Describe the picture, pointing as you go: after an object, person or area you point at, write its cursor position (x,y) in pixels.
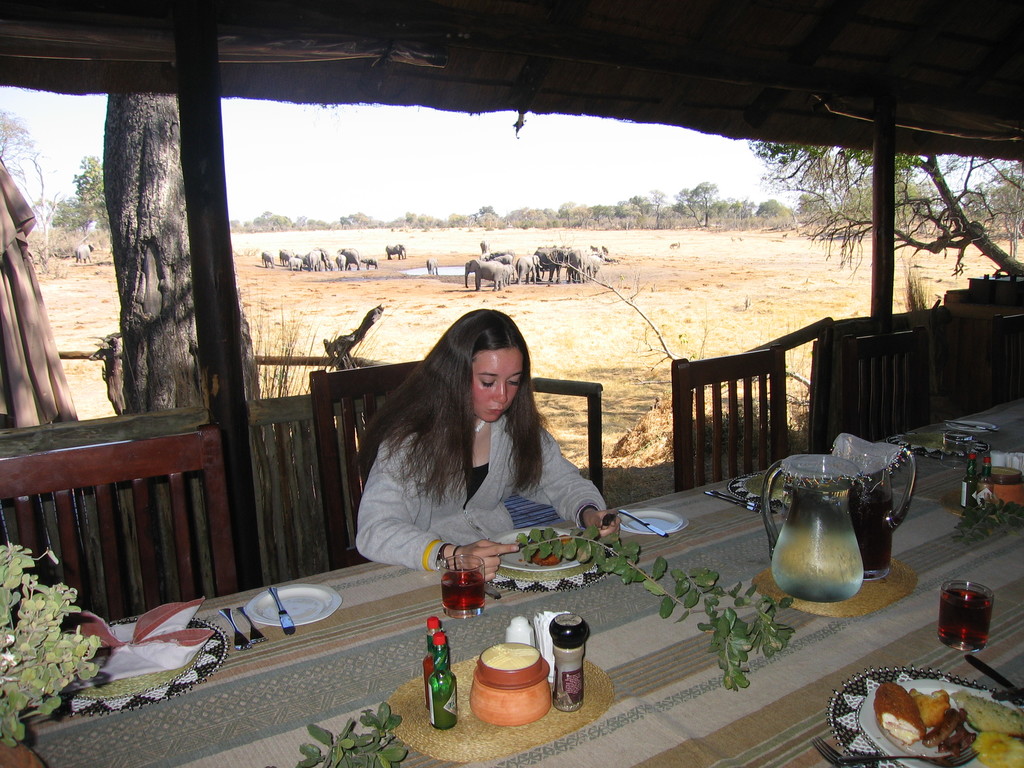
There is a dining table (610,684) and chairs (329,523). And a lady (476,431) is sitting on the chair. On the table (330,668) there are plates (316,617), forks (236,631), mats (535,578), knives (284,624), spoons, bottles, glasses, jugs (824,527) and some plants (717,601). On the plates (527,564) there are food items (926,721). There are pillars (206,305). In the back (262,223) there are trees (947,227), elephants (483,251) and sky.
